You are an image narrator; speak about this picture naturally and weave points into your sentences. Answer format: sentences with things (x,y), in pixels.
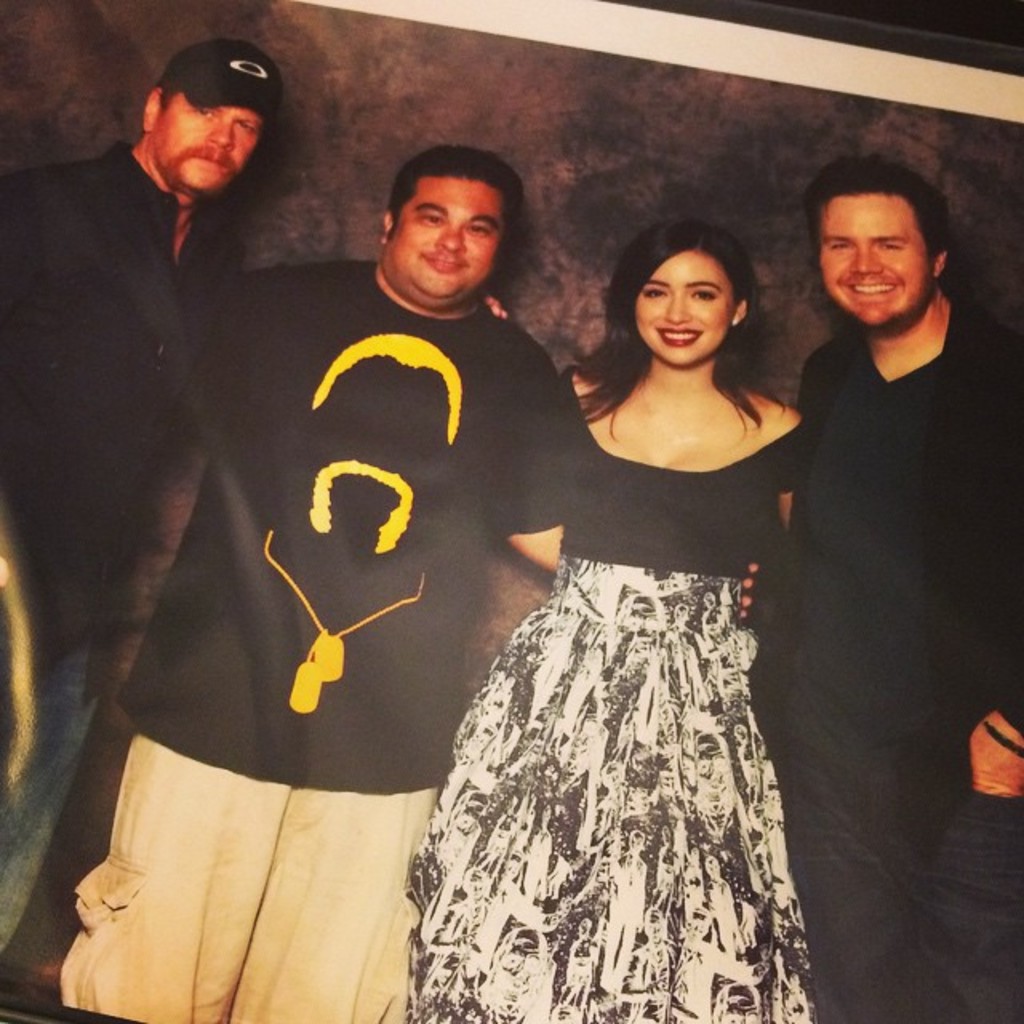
This is a photo of a photograph (543,446). I can see four people (245,407) standing, three men (455,211) and a woman (666,272) and posing for the picture.
